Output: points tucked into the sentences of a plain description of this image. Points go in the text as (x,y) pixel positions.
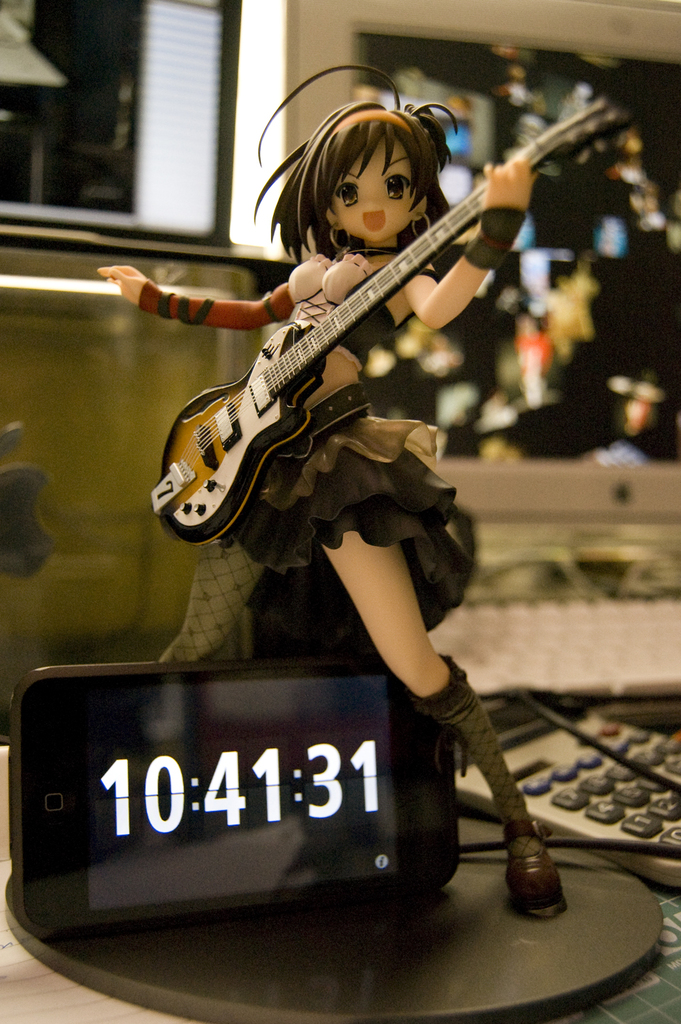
There is a toy (338,485) holding a guitar (259,409). There is a mobile (238,770) showing time. Behind that there is a calculator (664,827).
